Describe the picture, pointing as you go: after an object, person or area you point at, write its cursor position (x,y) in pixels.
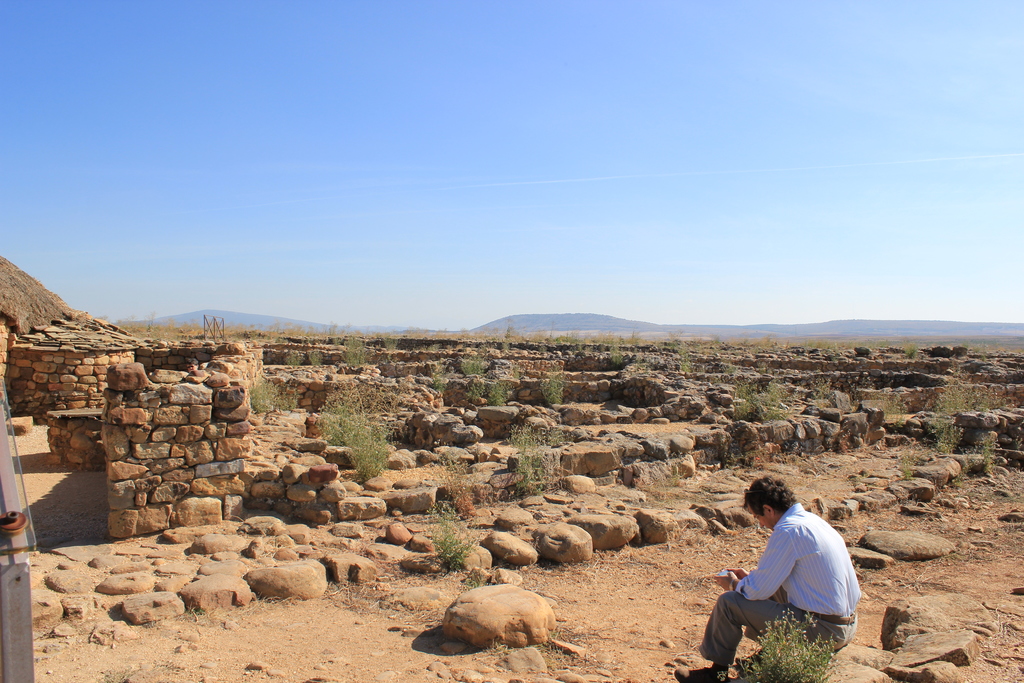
In this image we can see a person (747,613) sitting and there are some rocks (130,577) and plants (799,651) and in the background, we can see the mountains (918,326) and at the top (87,222) we can see the sky (639,136).
